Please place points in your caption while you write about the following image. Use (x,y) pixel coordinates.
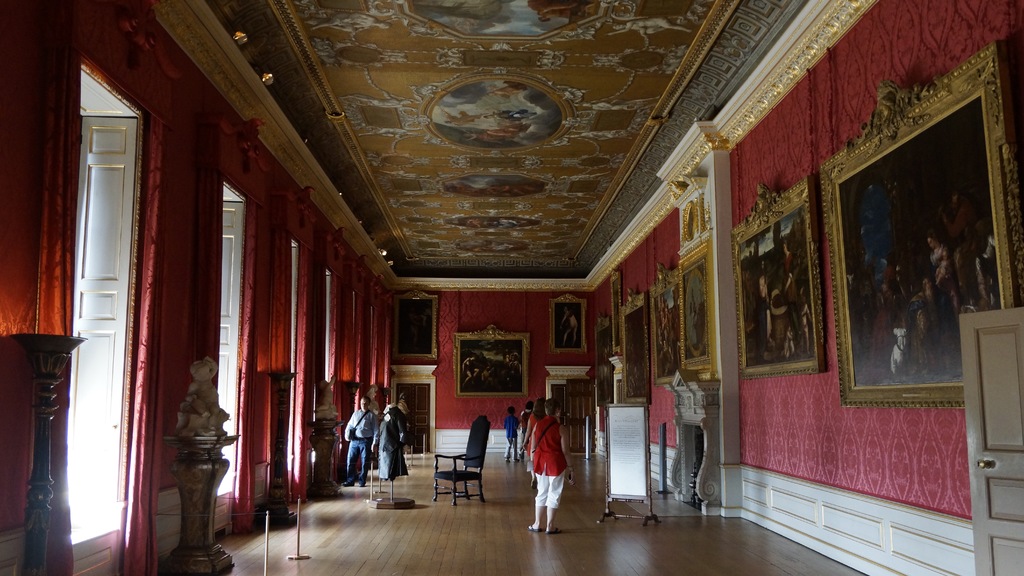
This image is taken indoors. At the bottom of the image (426,562) there is a floor (546,558). At the top of the image (387,83) there is a roof (465,176) with a few carvings (584,147) and paintings (538,99). In the background (488,324) there are a few walls (592,324) with many picture frames (769,335) on it. There is a door (577,383). On the left side of the image (108,362) there are a few doors (102,375) and there are a few curtains (45,204). There are a few sculptures (322,404). In the middle of the image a few (368,451) are standing on the floor (632,505) and a few (545,459) are walking. There is an empty chair (468,474) and there is a board (630,474) with a text (637,474) on it.
